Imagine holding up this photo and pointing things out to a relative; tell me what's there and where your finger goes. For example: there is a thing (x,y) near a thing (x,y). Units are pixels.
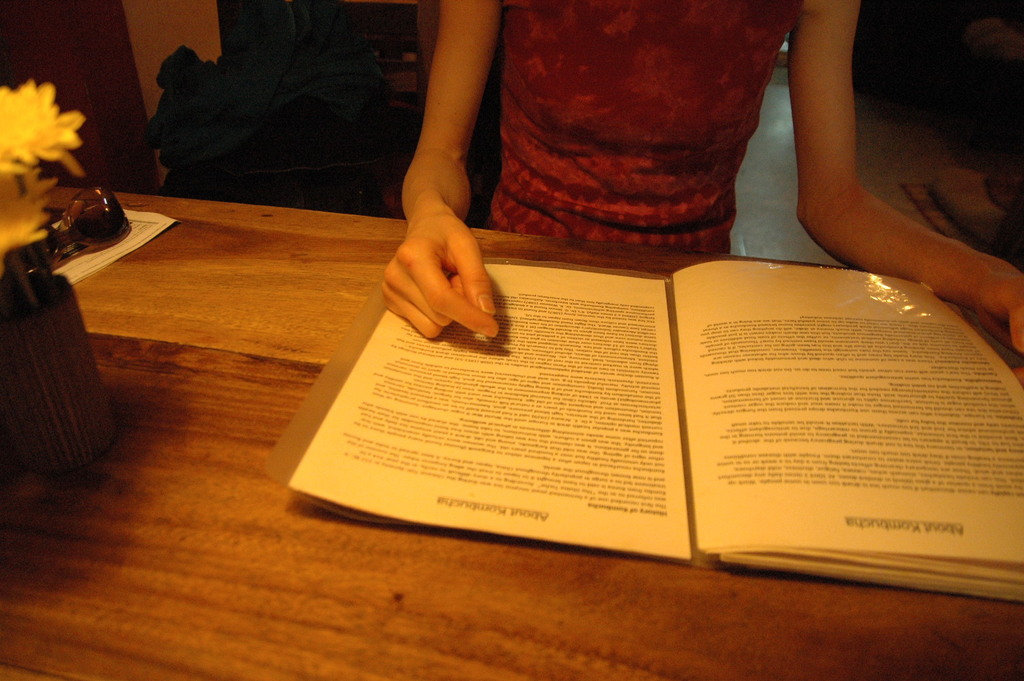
In this picture a person (574,9) is reading a book (756,480) present on the table (237,463).
